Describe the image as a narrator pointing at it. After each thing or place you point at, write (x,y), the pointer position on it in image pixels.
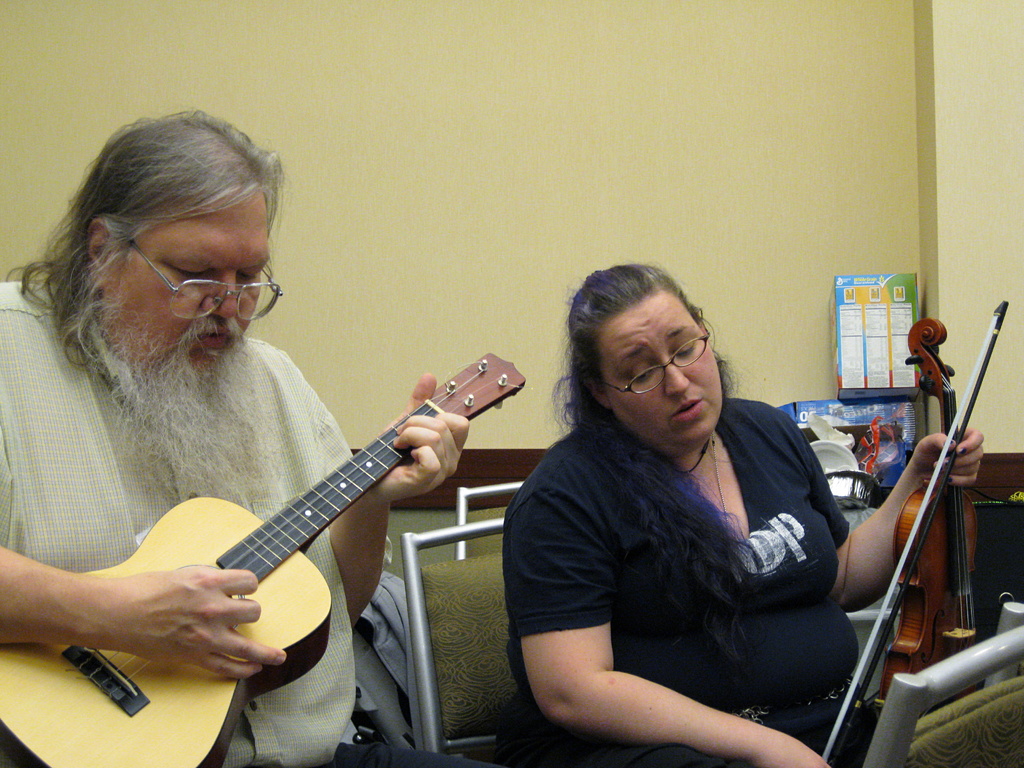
A guy (105,316) to the left side of the image (207,471) is playing guitar (277,529) and a lady (595,406) is holding violin (918,505) on the other side. In the background (864,353) we find a box (862,339) named MMM and beneath it there are few objects (828,426).
